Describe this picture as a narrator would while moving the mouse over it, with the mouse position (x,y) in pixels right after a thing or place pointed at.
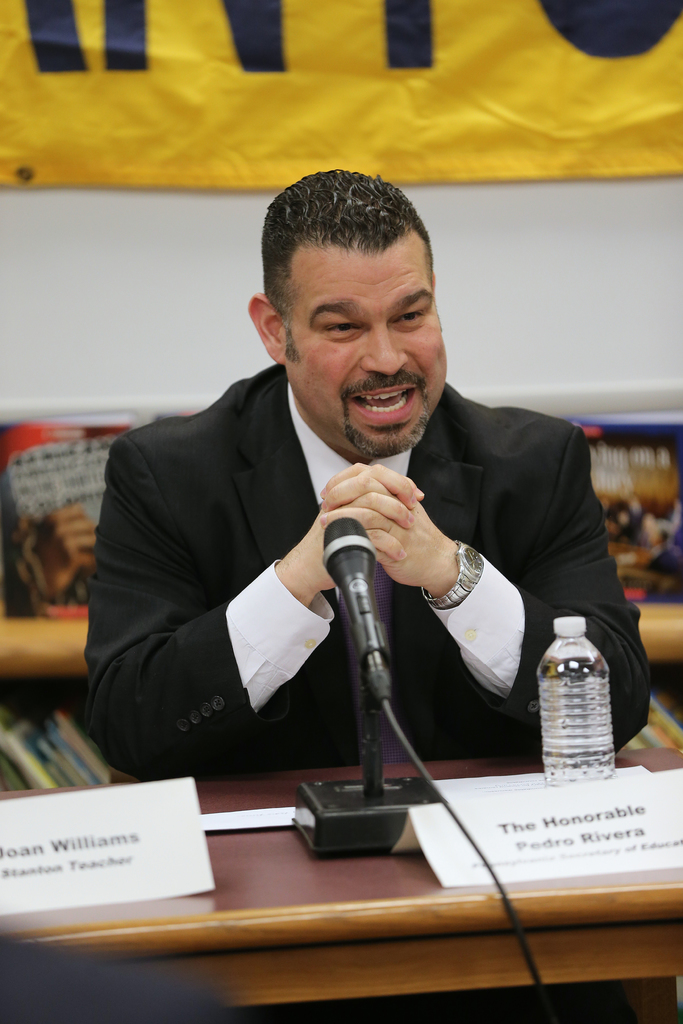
In the image, there is a brown color table (609,961) on which a mic (371,663) is placed and also a bottle (585,753) in front of that a person (207,486) wearing black color coat (259,485) is sitting, he is speaking, in the background (354,112) there is a yellow color banner (305,104) and white color wall (225,282).
